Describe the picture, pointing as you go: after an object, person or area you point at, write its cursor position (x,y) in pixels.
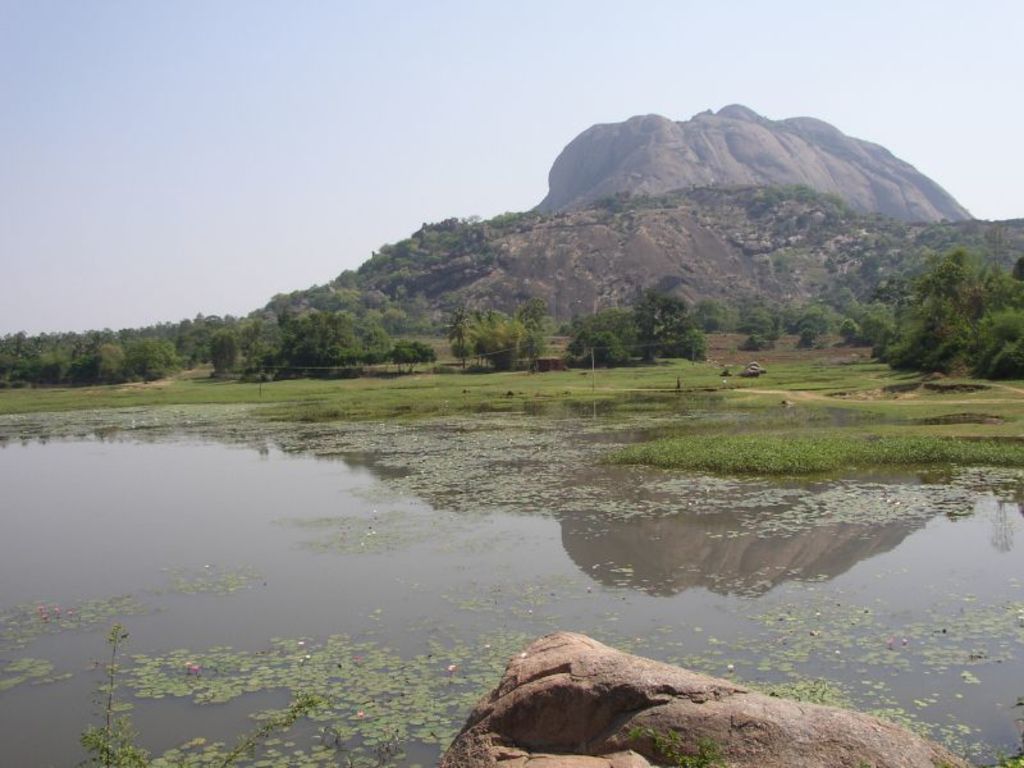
In this image there is water (371,556) in the middle (371,491). Beside the water (494,556) there is a ground (819,372). On the ground (811,359) there are so many trees (696,345). In the background (731,198) there are hills (764,207) on which there are stones (771,221) and trees (835,216). At the bottom (666,705) there is a rock (591,730).
